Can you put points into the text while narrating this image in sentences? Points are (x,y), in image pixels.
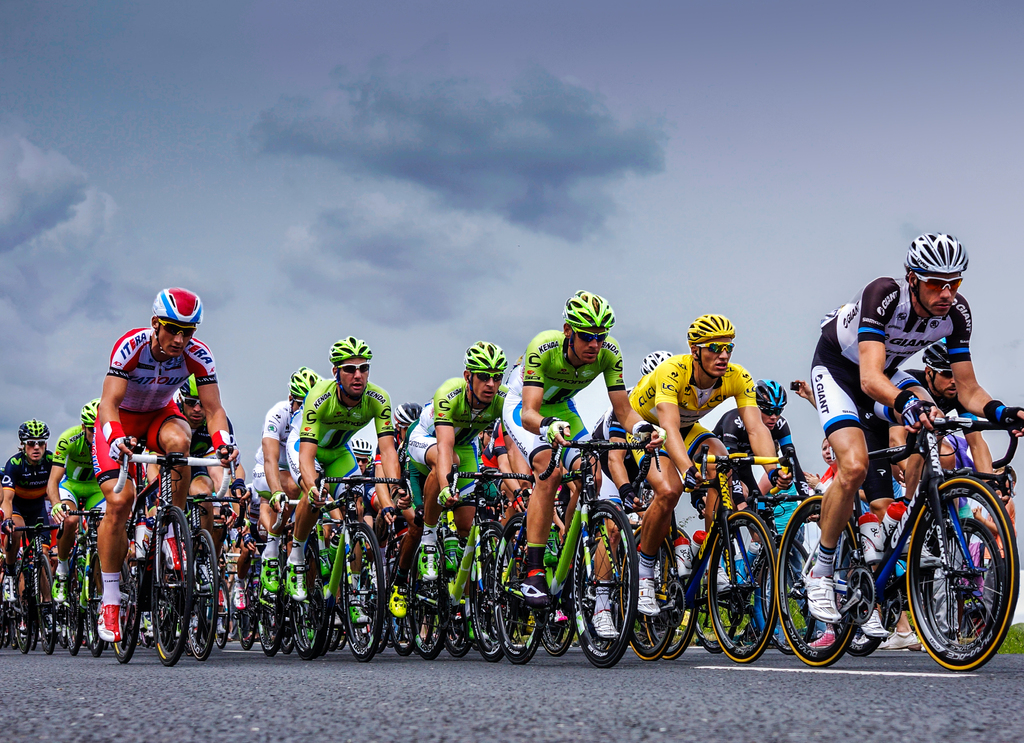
In this image we can see many people (622,469) wearing dress (126,375), helmets (171,321), glasses (184,320), socks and shoes (641,598) are riding bicycles (428,605) on the road (105,692). In the background (706,217), we can see the cloudy sky (415,291).
